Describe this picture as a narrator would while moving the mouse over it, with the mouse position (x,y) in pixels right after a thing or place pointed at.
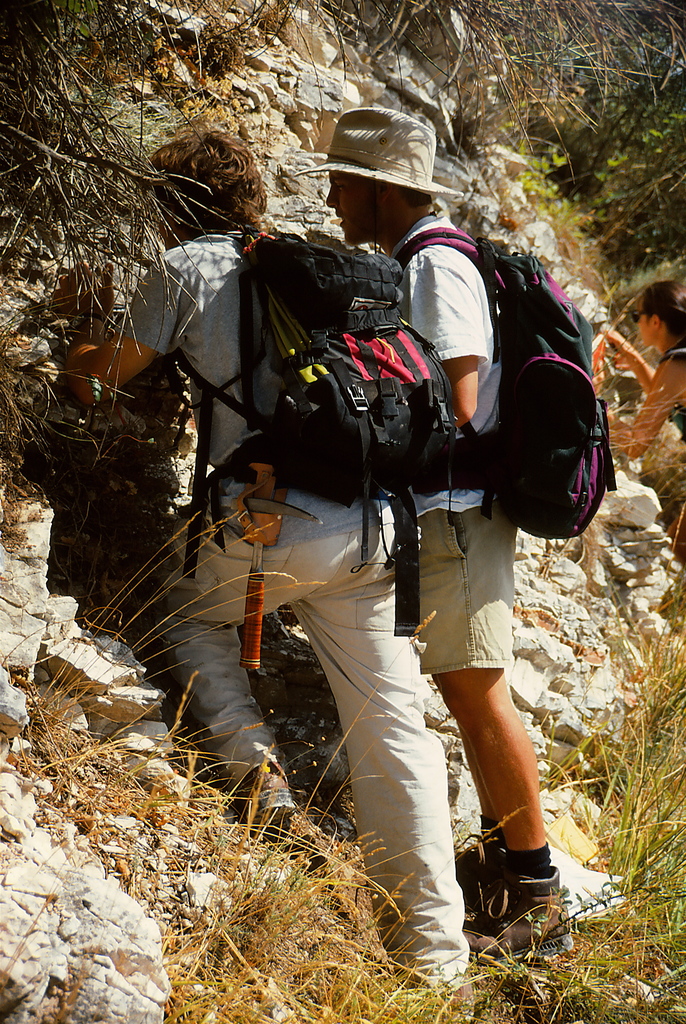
In this image we can see two people (477,280) carrying bags (321,404) and standing and we can also see the hill (257,139) and grass (308,924).
